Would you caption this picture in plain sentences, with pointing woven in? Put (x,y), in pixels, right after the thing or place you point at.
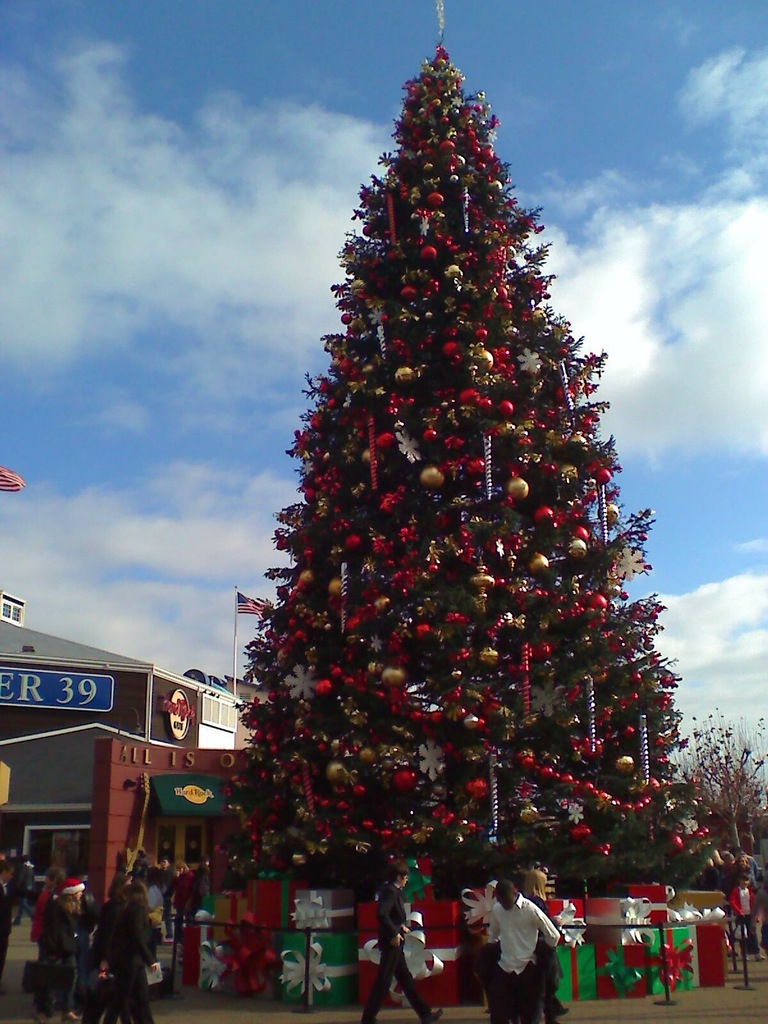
In the picture I can see a Christmas tree (438,657) decorated with some objects (426,835). In the background (140,709) I can see a building (157,727) which has flags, trees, people (741,872) standing on the ground (215,1005) and the sky (184,424).
